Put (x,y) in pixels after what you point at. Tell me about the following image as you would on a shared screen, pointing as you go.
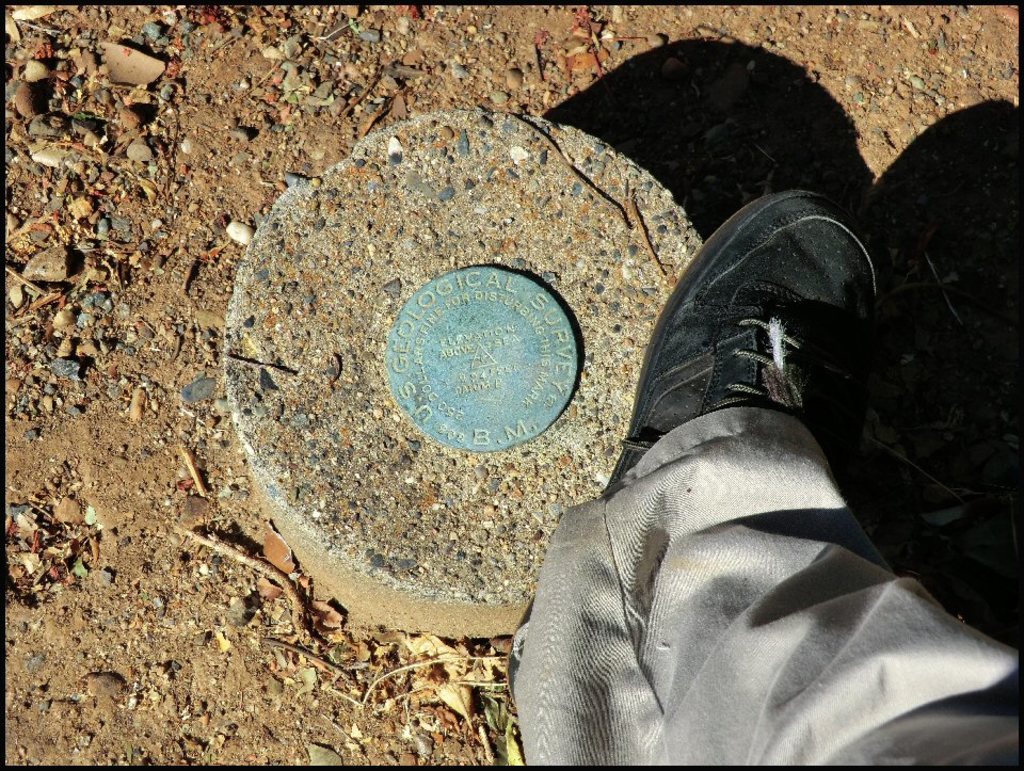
There is a person's leg (725,290) with shoe (731,342) and pants (700,506). He is stepping on a stone (549,492). On that there is a blue color round thing (458,365) with something is written. On the ground (167,170) there are stones (136,115) and some other things (273,572).
